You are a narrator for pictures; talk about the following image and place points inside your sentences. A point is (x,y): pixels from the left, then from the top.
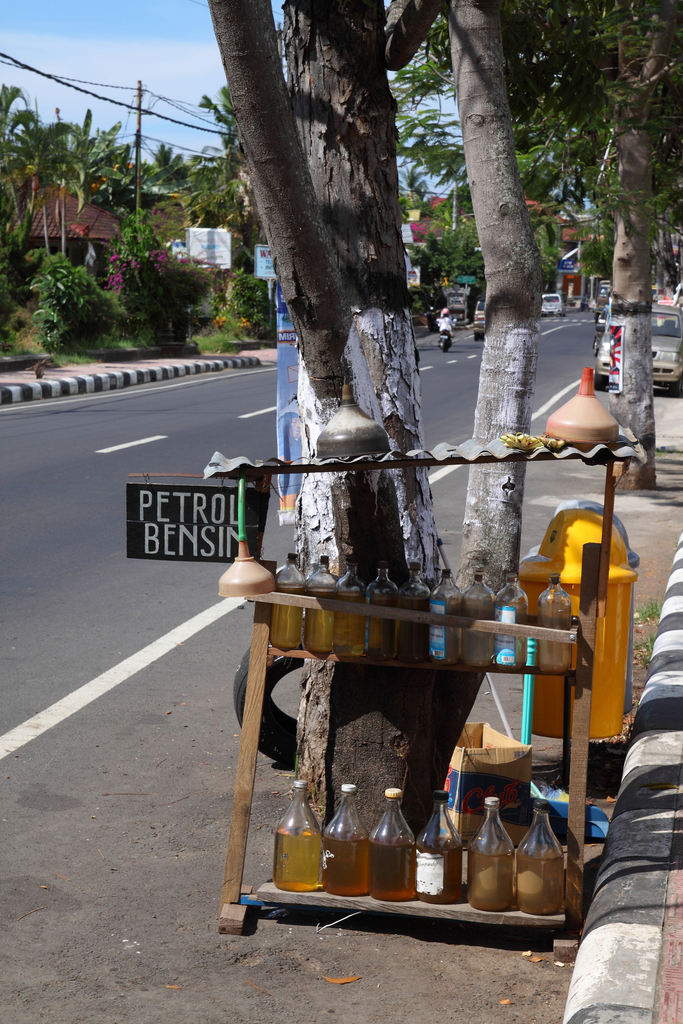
At the top (122,60) we can see a clear blue sky (155,42) with clouds (184,83). These are houses (94,229) and trees (236,249). Here we can see trees (514,362) and a vehicle (652,344) on the road (545,357). Here we can see one table (582,621) and where we can see Bottles (290,621) of petrol (356,864) in it. These are funnels (334,420).
